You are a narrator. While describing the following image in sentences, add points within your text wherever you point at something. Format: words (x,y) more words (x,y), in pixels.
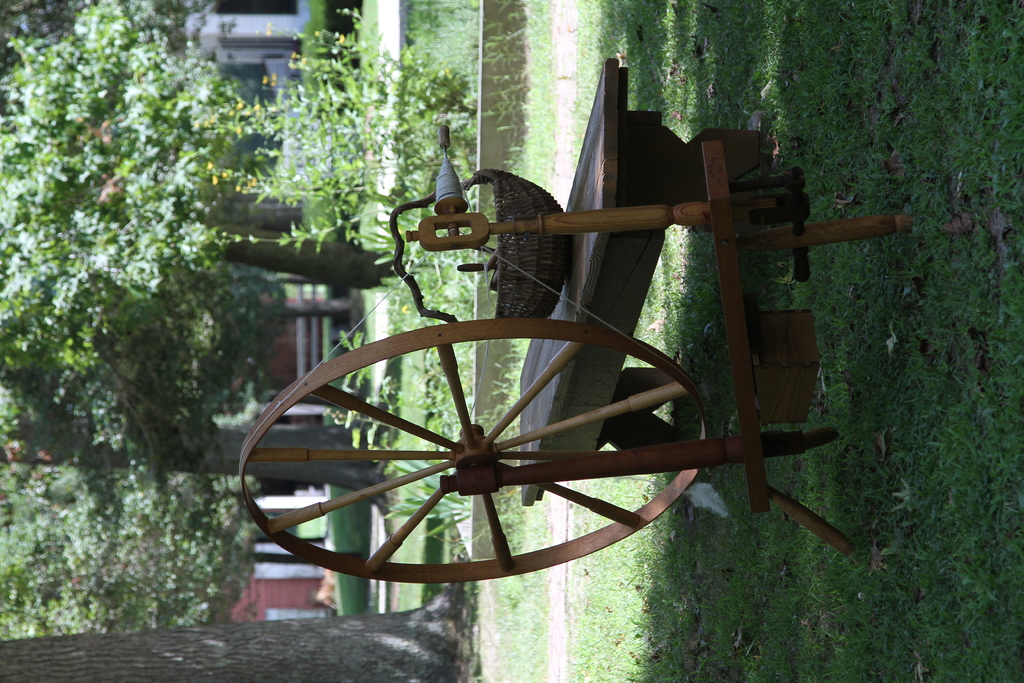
In this image there is a bench (602,300) having a basket (547,265) on it. Beside there is a wheel (458,482) having a thread (456,192) over it which is tied to a pole (474,227) which is on the grass land (660,570). There are few plants (389,128). Behind there are few trees (198,294). Background (260,619) there are few buildings (288,609).
